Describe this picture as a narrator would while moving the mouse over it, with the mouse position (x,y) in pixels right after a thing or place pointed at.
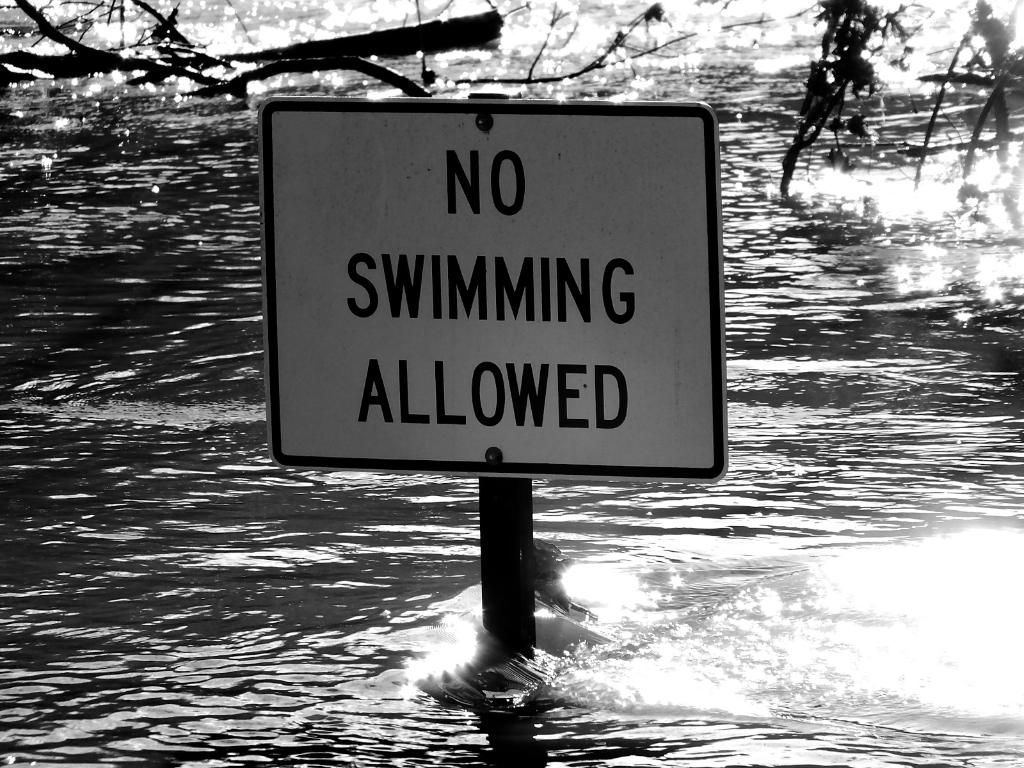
In this image, in the middle (609,360), we can see a board (583,338). In the background (87,67), we can see some trees (67,70). At the bottom (701,663), we can see a water (544,602) in the lake (480,620).
